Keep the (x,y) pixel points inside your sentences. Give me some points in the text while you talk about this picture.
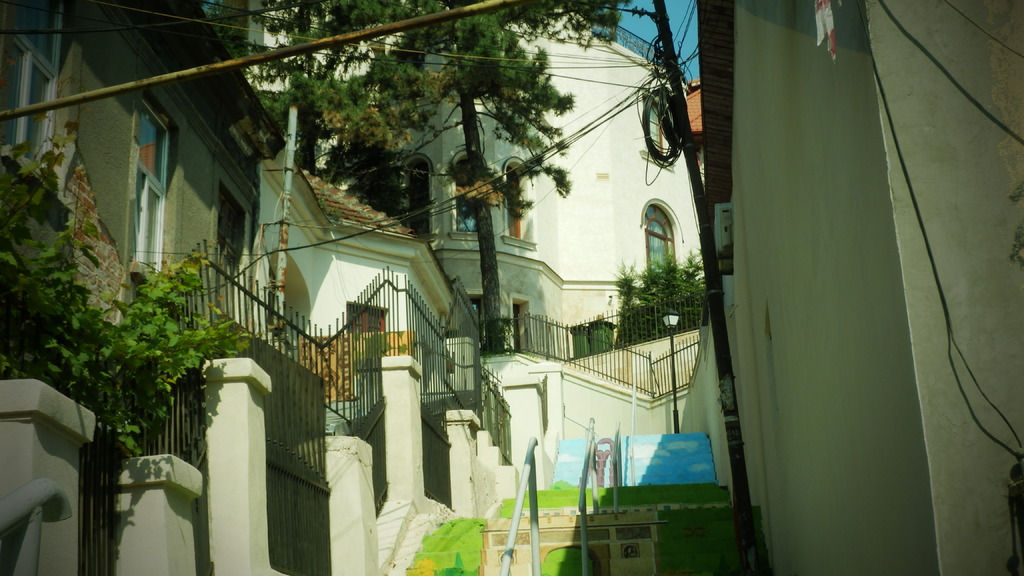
On the left side of the image (65,45) we can see building (188,142) and compound wall (295,389) of iron rods (307,419). In the middle of the image (476,218) we can building (497,165), steps (462,539) and tree (496,71). On the right side of the image (847,135) we can see wall (859,19), current pole (682,93) and wires (670,104).
